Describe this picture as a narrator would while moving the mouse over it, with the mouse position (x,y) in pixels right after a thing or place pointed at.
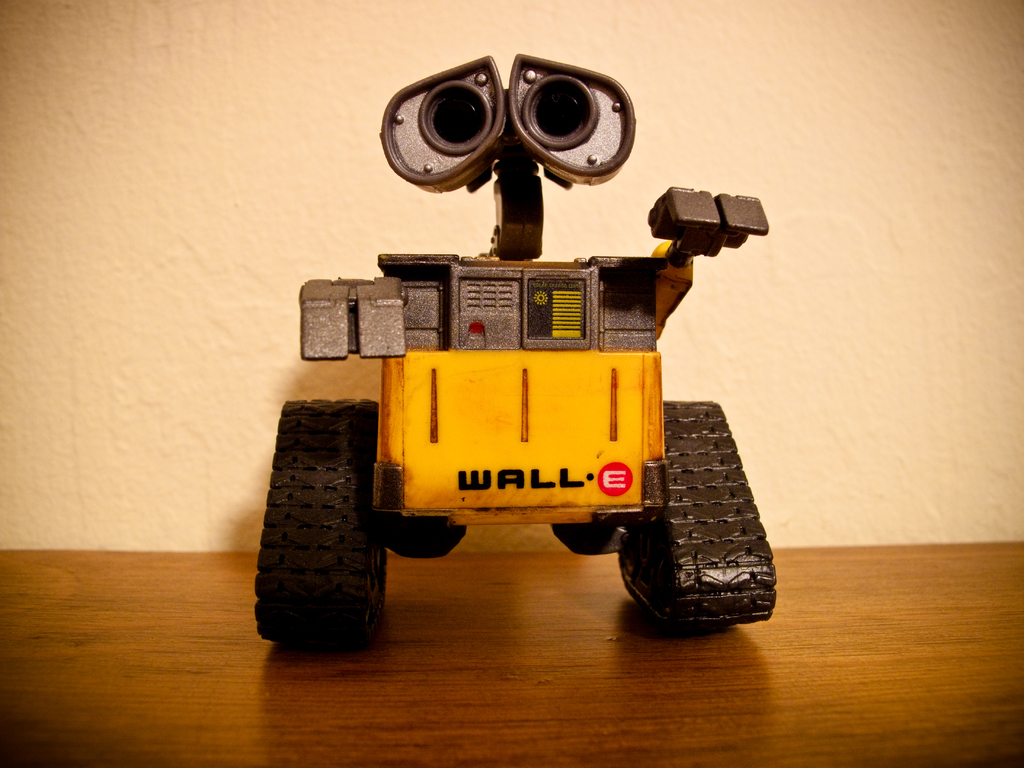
In this picture we can see a toy vehicle (615,427) on a table (131,702) and in the background (350,187) we can see wall (390,217).
